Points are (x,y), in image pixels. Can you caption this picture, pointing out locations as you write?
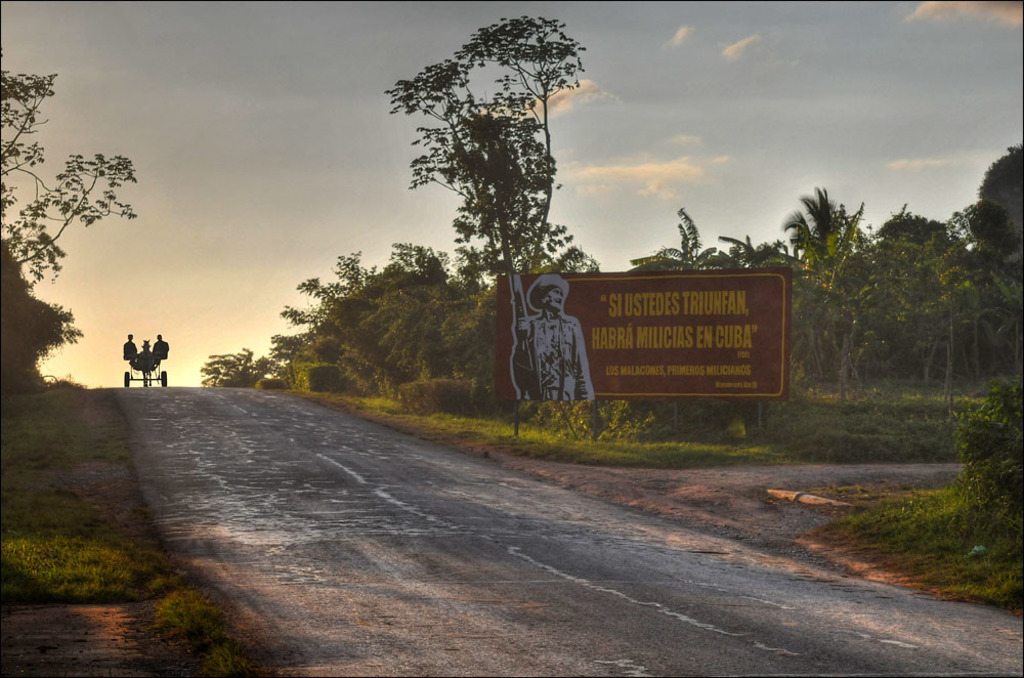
In this picture we can see red color board (652,382) on which there is a person's painting (576,334). On the left (156,345) we can see two persons (123,354) sitting on the chariot (142,378). On the top (423,26) we can see sky (457,26) and clouds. On the right (863,240) we can see trees (857,320), plants (932,376) and grass (924,417). On the bottom (605,579) there is a road (492,512) here we can see a horse (141,356).
